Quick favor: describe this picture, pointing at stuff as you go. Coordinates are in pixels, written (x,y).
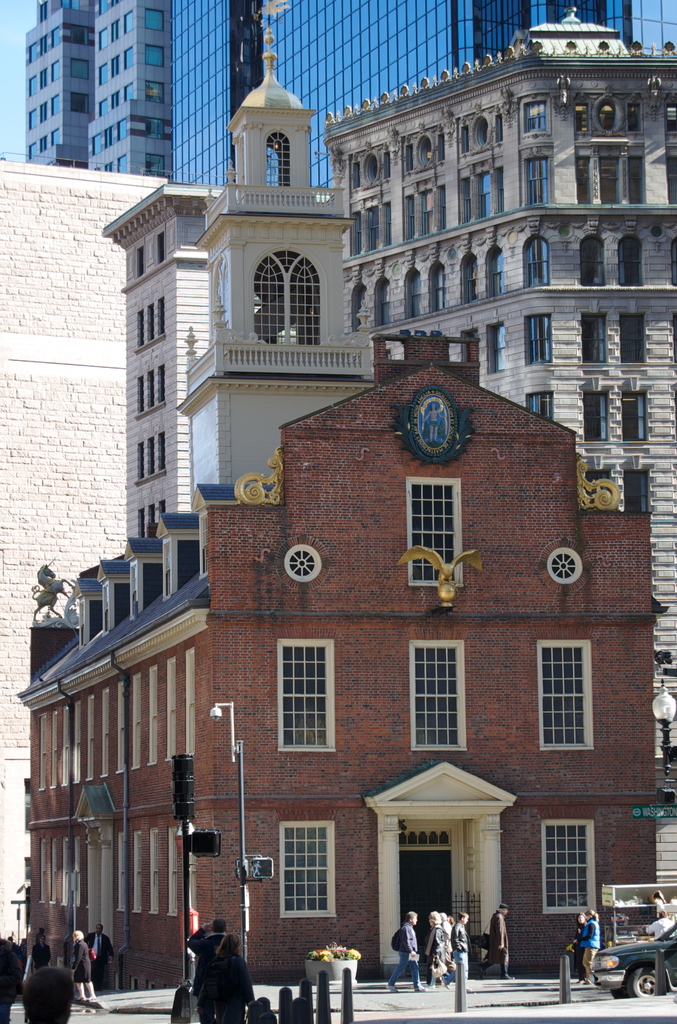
This image is taken outdoors. At the bottom of the image (503,985) there is a road (554,993). A few people (35,947) are walking on the road (355,985) and a few (205,976) are standing on the road (441,1006). On the right side of the image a car (613,951) is parked on the road (635,1000). In the middle of the image (407,667) there are a few buildings (308,267) with walls (167,416), windows (442,723), pillars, doors (447,881), railings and balconies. There is a street light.
